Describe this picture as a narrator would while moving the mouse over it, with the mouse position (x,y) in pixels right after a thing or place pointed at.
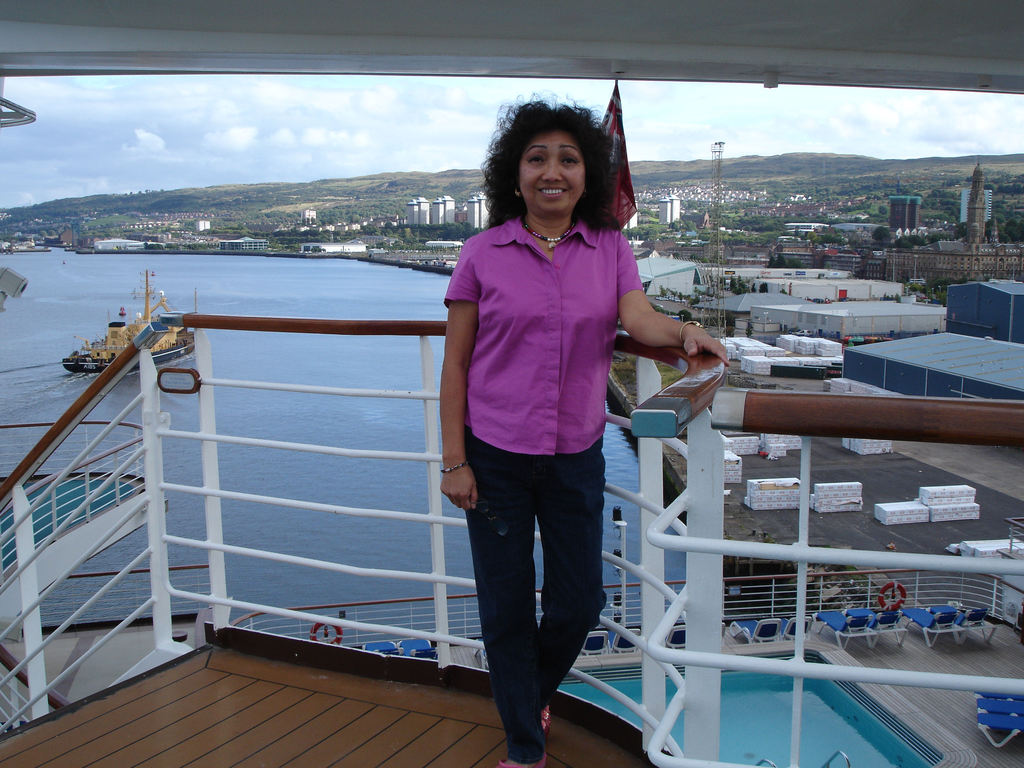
In the picture we can see a woman (474,486) standing on the wooden path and she is wearing a violet color shirt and smiling near the railing (660,349), in the background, we can see water (104,317) and boat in it and beside the water (616,468) we can see a path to it we can see the goods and in the background (952,270) we can see tower buildings (952,270), hills (670,172) and sky (269,127).
